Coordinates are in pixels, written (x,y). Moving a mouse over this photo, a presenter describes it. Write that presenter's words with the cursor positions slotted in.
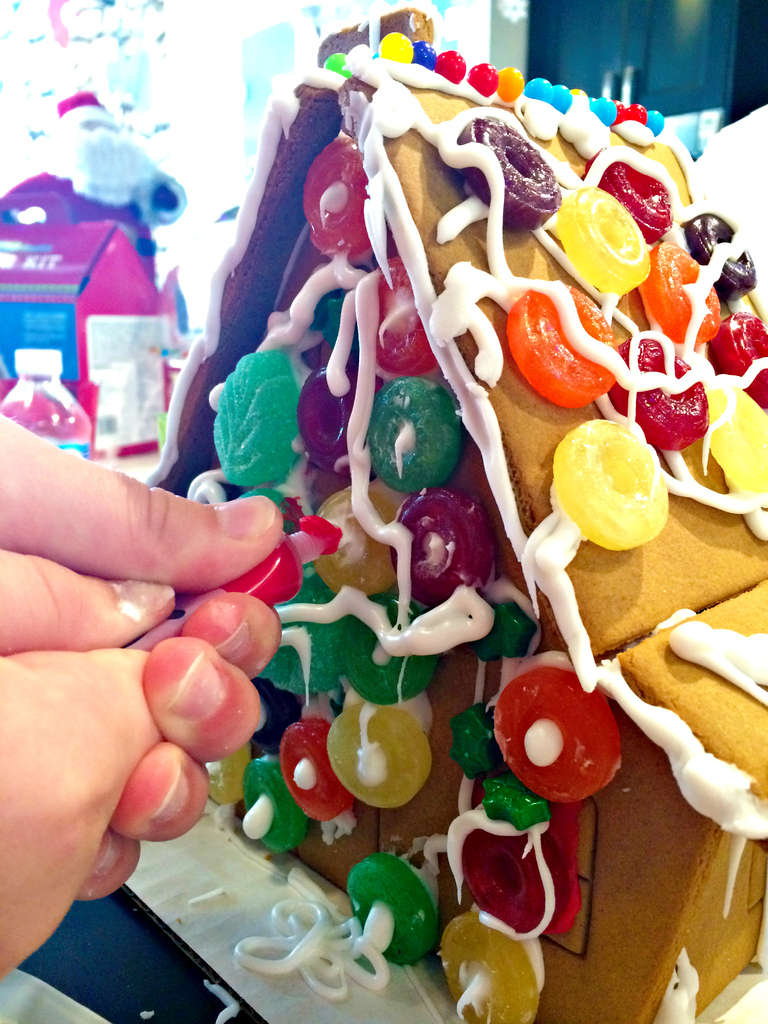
In the image there is a home (326,350) made of cake (609,801) with candy (464,522) and cream (416,270) on a table (106,931), on left side (77,796) there is a hand (170,646) with cream tube (262,560), in the back (52,396) there is water bottle (80,419) followed by a glass wall (187,54).
